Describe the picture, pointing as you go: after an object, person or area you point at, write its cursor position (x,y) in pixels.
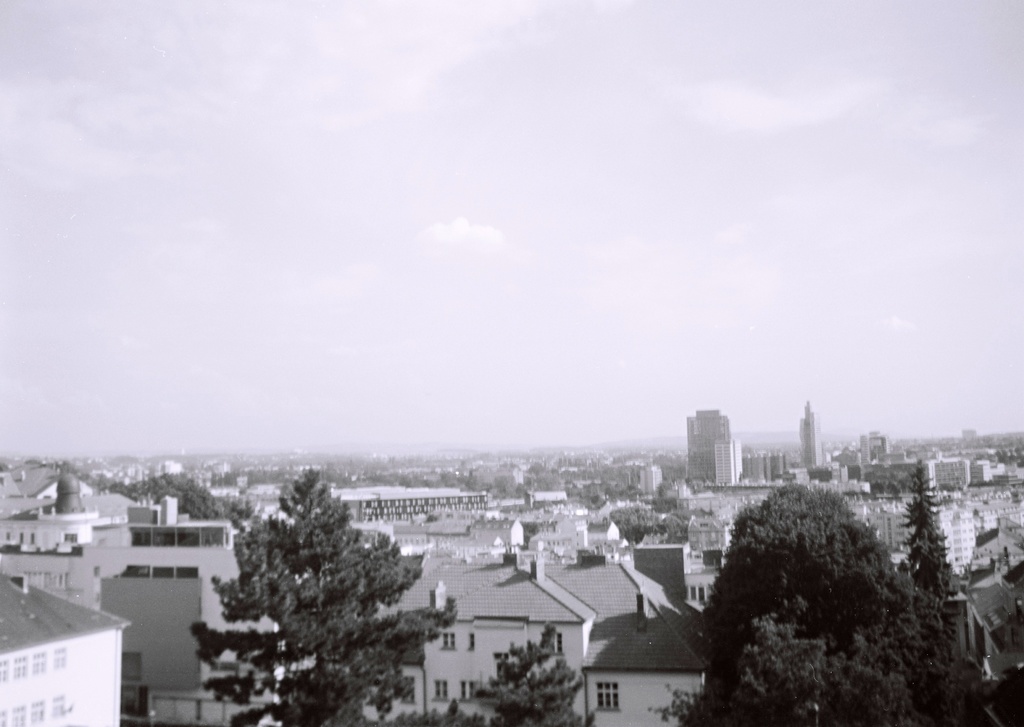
This is the picture of a city (716,516). In this image there are buildings (539,569) and trees (877,541). At the top (281,131) there is sky (683,123) and there are clouds (766,85).
